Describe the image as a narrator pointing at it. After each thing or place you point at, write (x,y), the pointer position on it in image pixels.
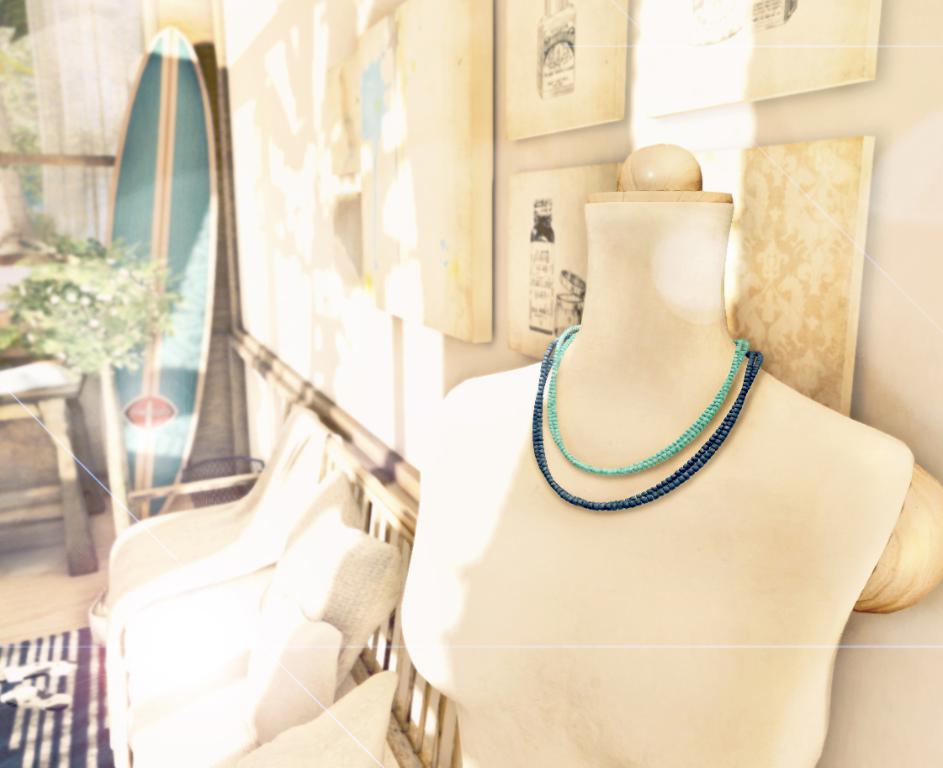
In this image, we can see some necklaces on the necklace holder (574,641). We can see the sofa (175,733) and the ground (83,689) with some objects (79,674). We can also see the wall (291,6) with some posters (413,233) and objects (194,165). We can see a table (22,490).
